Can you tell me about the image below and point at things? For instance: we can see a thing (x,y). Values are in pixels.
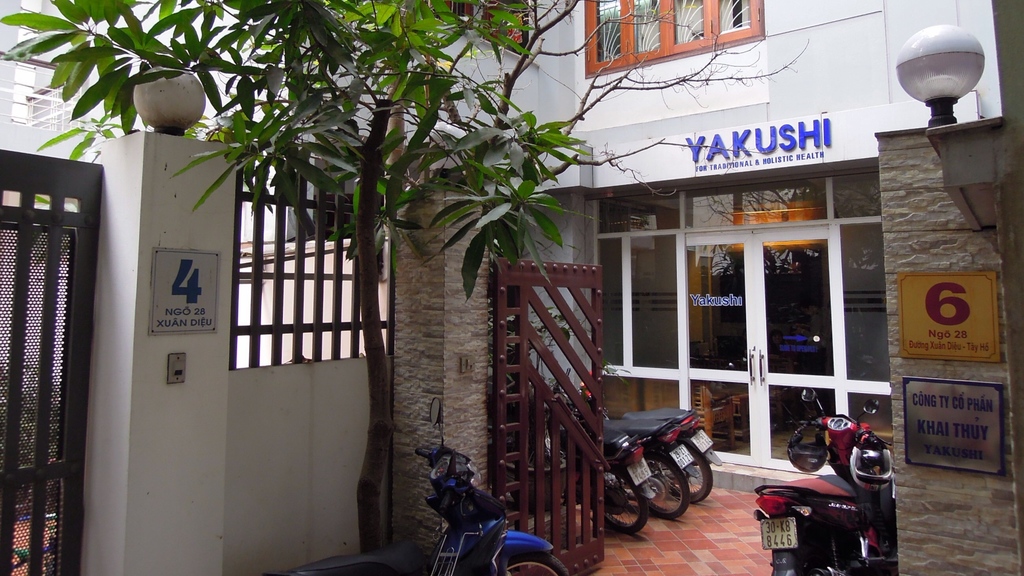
In the image there are few bikes (668,468) parked in front of a building (847,248), there are lights (924,60) on the wall (174,145) with a gate (46,472) on side of it, in middle (395,227) there is a tree (398,178) in front of a bike (437,502).
